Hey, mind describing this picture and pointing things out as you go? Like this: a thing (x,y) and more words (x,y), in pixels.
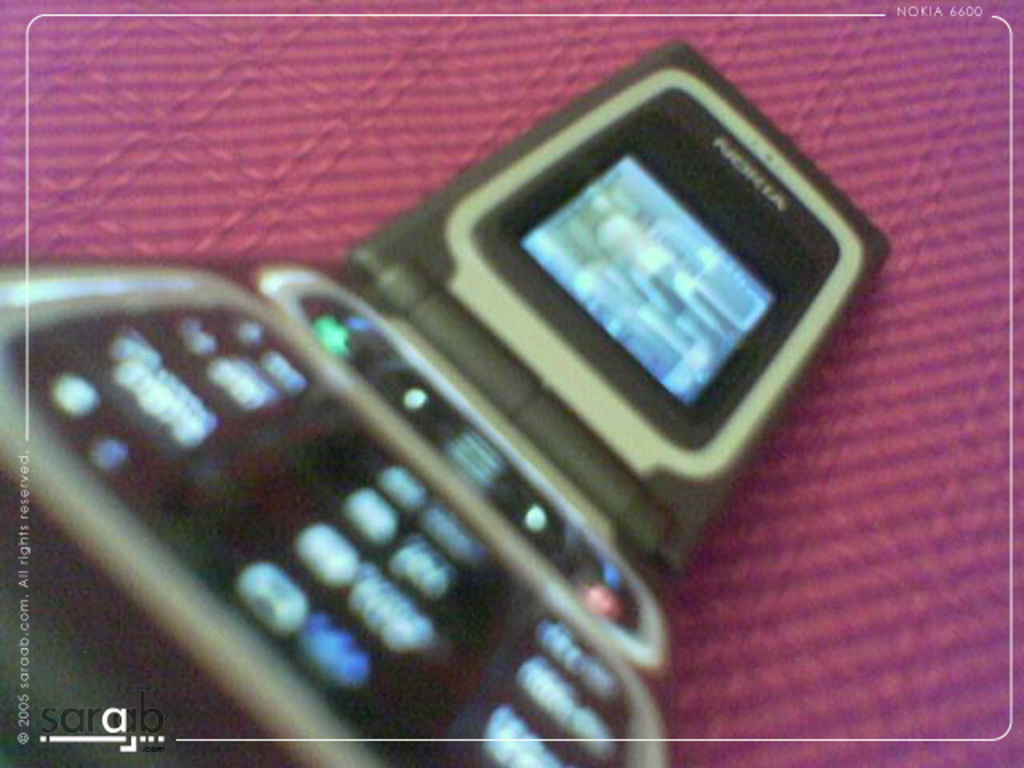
There is a mobile phone (409,285) on a pink surface (291,126). In the right top corner (932,8) and left bottom corner something is written.
